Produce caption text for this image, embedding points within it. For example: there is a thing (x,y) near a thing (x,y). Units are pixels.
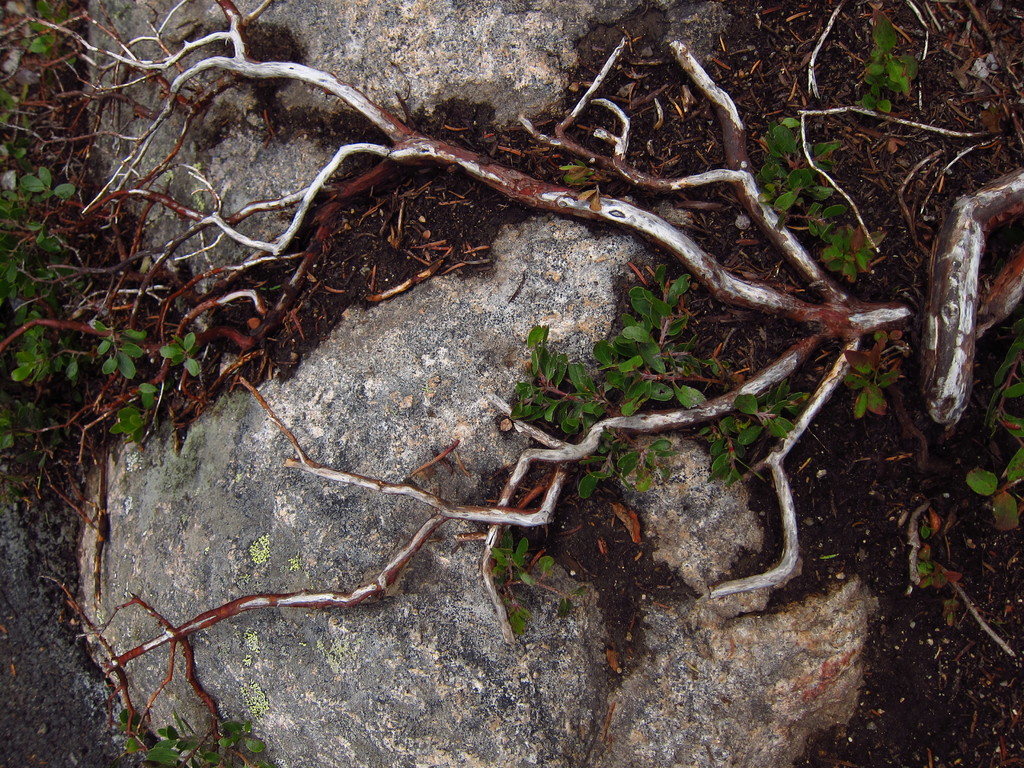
Here we can see roots (235,295) of a tree (235,295) on two stones (372,474) and there are plants (639,287) on the ground (897,681).
